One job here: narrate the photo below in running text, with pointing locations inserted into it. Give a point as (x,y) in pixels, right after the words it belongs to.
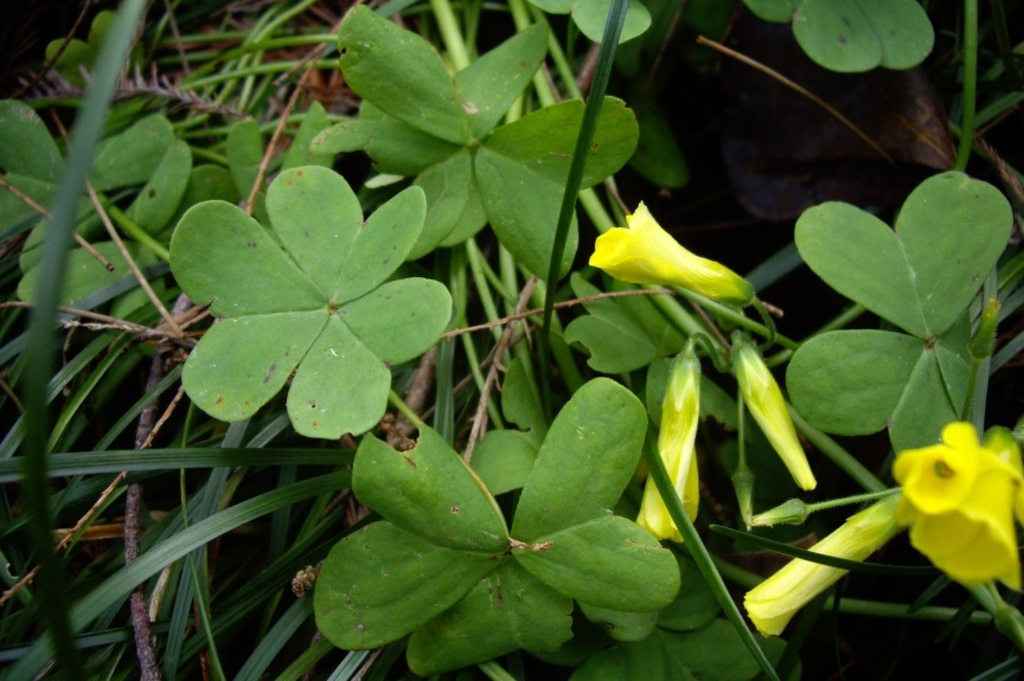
In the image we can see there are plants (244,360) and in between there are flowers (698,370) which are in yellow colour.
